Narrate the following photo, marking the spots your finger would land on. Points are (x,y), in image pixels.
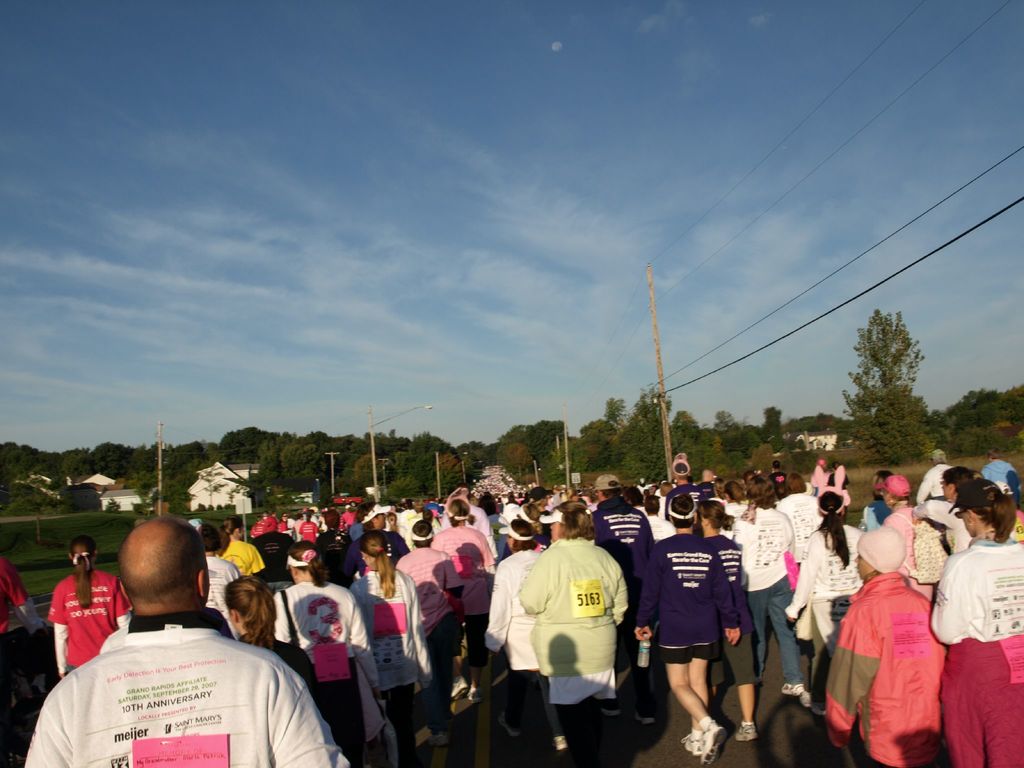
In this image I can see group of people (445,686) walking and I can see few light poles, electric poles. In the background (612,455) I can see few trees (597,421) in green color, buildings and the sky (290,239) is in blue and white color.
